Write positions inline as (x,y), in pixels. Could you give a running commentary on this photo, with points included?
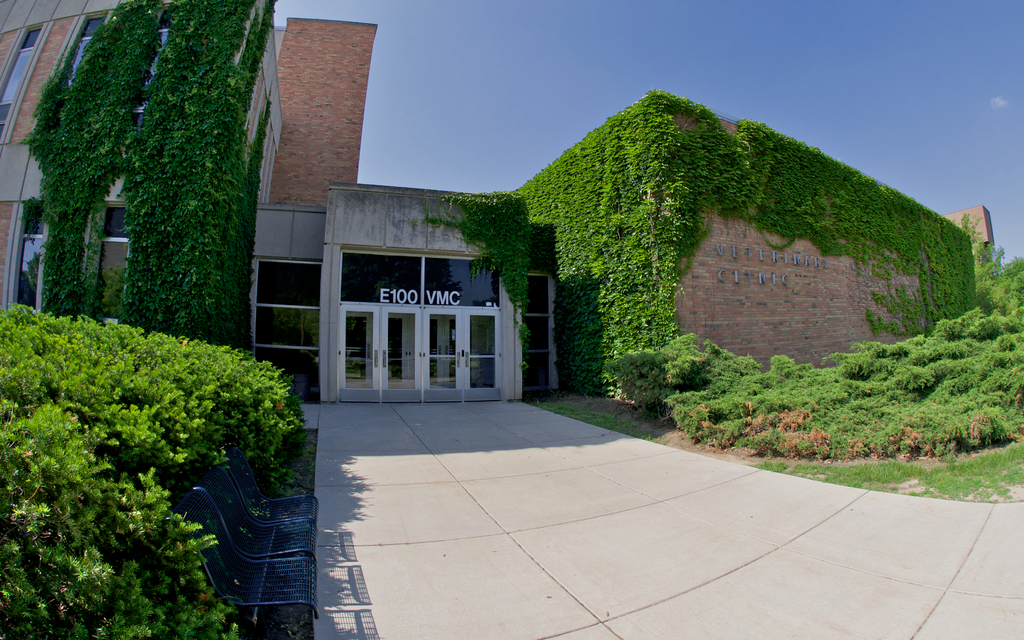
In this image we can see walkway (350,475) and there are some trees (177,384), plants (227,343) in left (169,399) and right side of the image (757,418) and in the background of the image (247,220) there is building (268,147) and clear sky (556,69).
